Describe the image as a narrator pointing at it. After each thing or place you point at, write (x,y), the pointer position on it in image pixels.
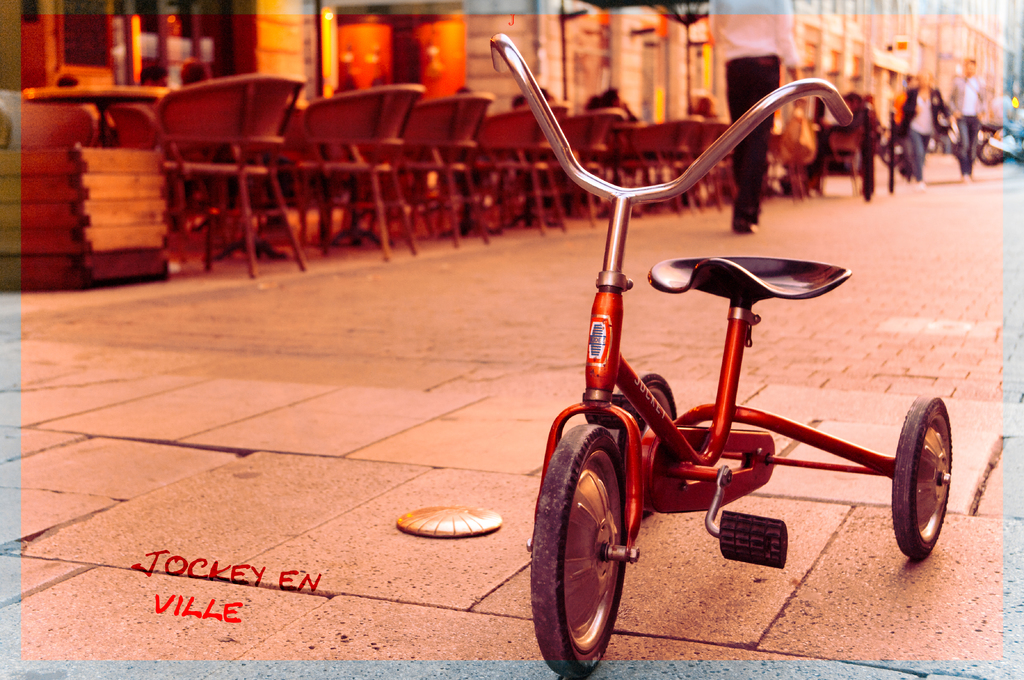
On the road (797,381) there is a small cycle (654,490). And to the left top (130,121) there are some chairs (487,135) and tables (78,90). There are some people (906,112) walking. In the background (878,73) there are some buildings (642,49).
